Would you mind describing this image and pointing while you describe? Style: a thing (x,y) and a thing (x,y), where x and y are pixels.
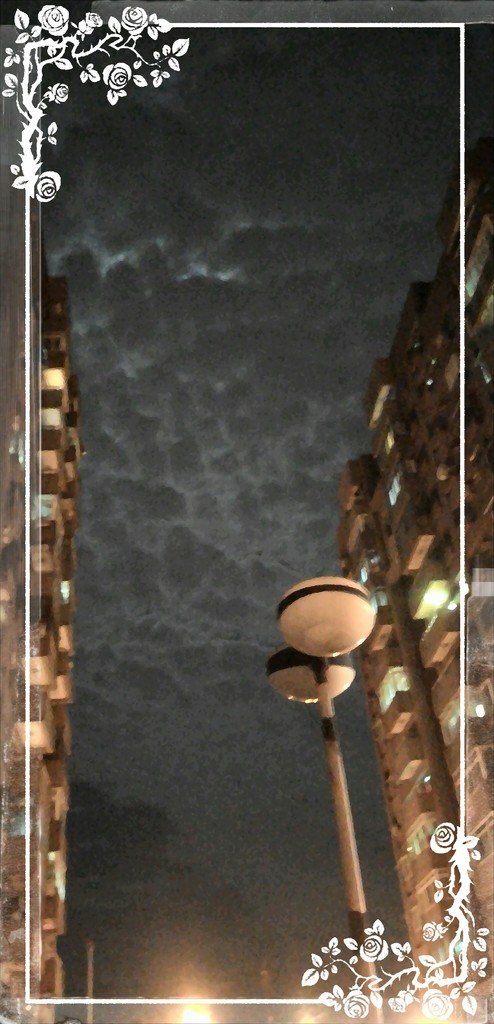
This an edited picture. In this picture we can the sky (275,393), buildings (9,372) and objects (332,679).
